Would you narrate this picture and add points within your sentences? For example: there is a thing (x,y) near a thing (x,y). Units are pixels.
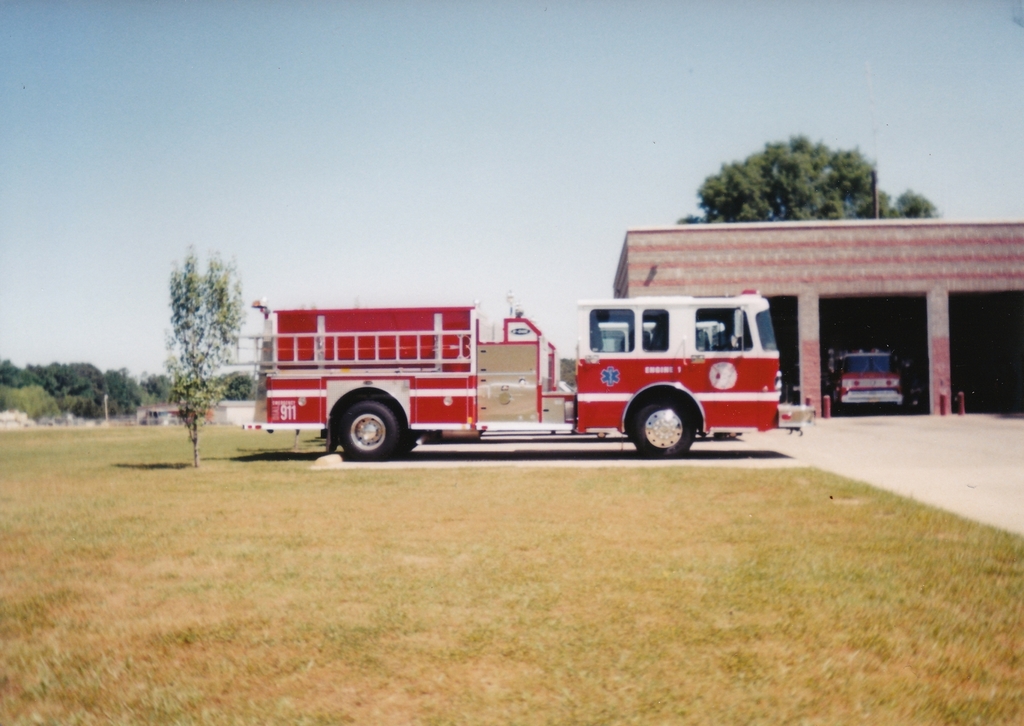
In this image there is the sky (542,109) towards the top of the image (319,132), there are trees (768,179), there is a wall (833,249) towards the right of the image (962,249), there are pillars (948,296), there are vehicles (707,373) on the ground (742,450), there is grass (483,574) towards the bottom of the image (480,596).
